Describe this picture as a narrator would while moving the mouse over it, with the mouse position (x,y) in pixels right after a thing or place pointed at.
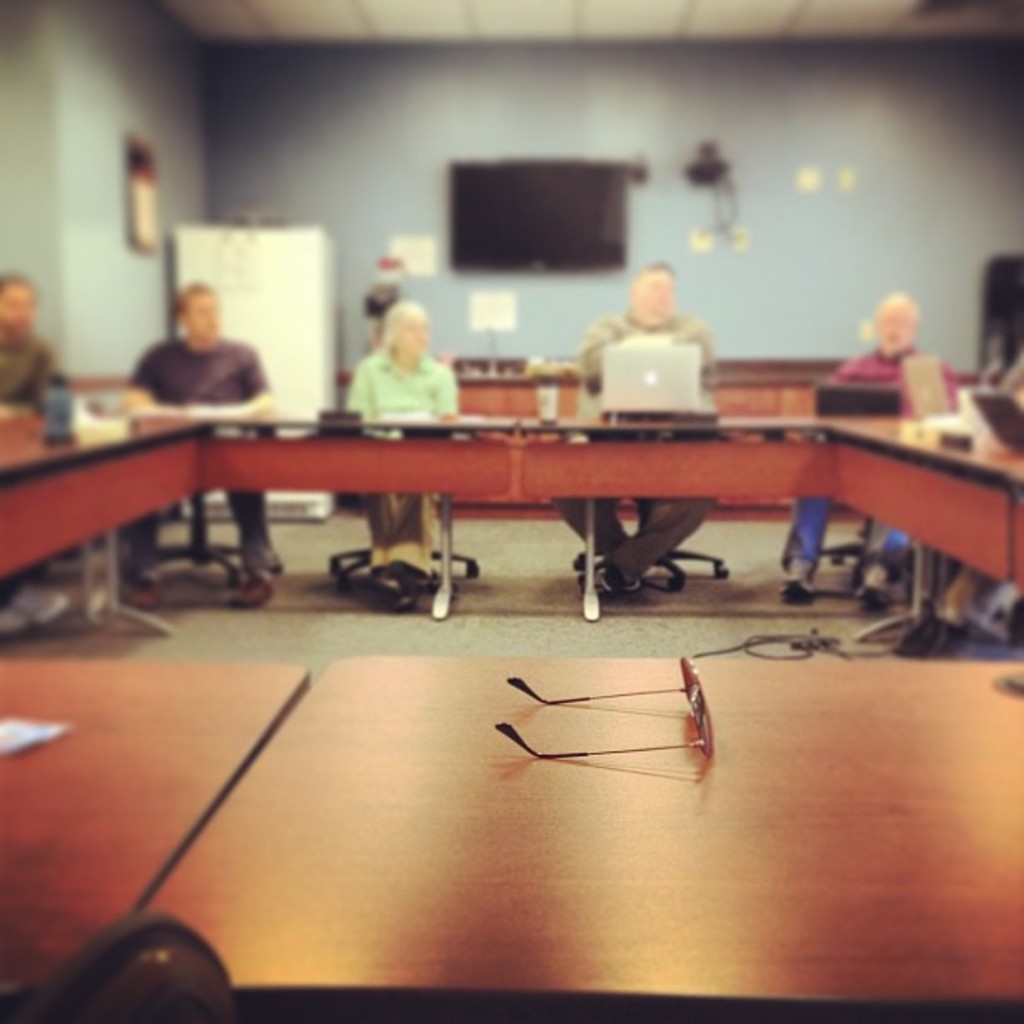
This picture shows few people (148,363) seated on the chairs (202,536) and we see a table (253,975) with laptops (634,395) and water bottle (55,428) and sunglasses (694,721) and we see a television (531,212) to the wall (411,188) and photo frame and we see a cupboard (209,241) on the corner of the room (345,206).
